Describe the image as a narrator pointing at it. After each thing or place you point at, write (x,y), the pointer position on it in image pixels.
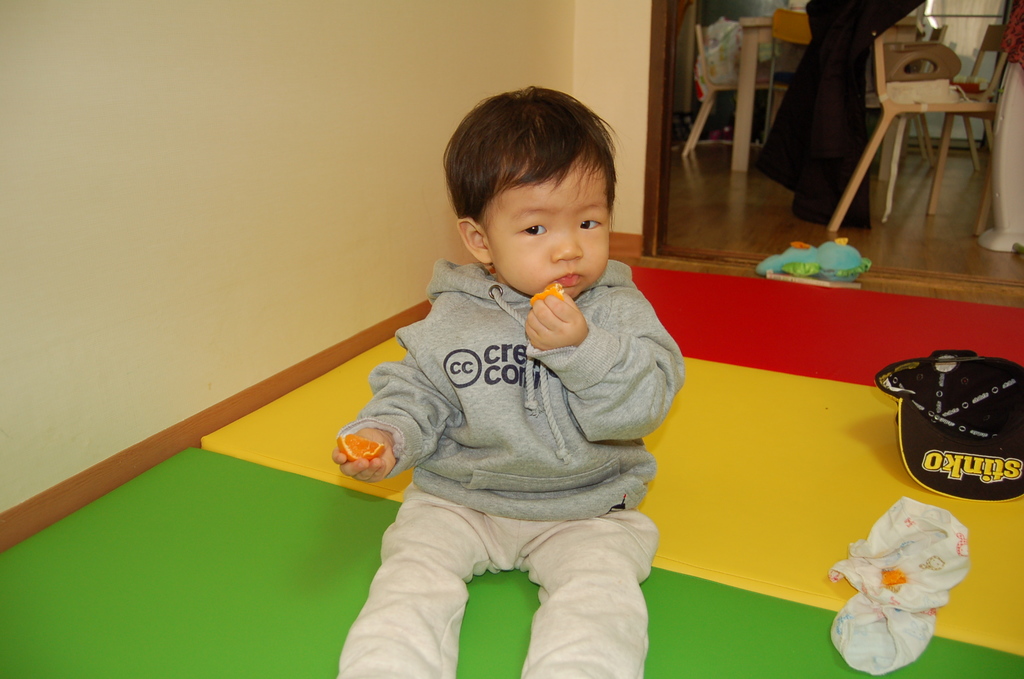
In this picture I can see a boy (565,337) sitting and holding a fruit (369,453), there is a diaper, hat (963,471), toy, chairs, table (770,40) and some other items (845,46), and there is a wall (208,221).
